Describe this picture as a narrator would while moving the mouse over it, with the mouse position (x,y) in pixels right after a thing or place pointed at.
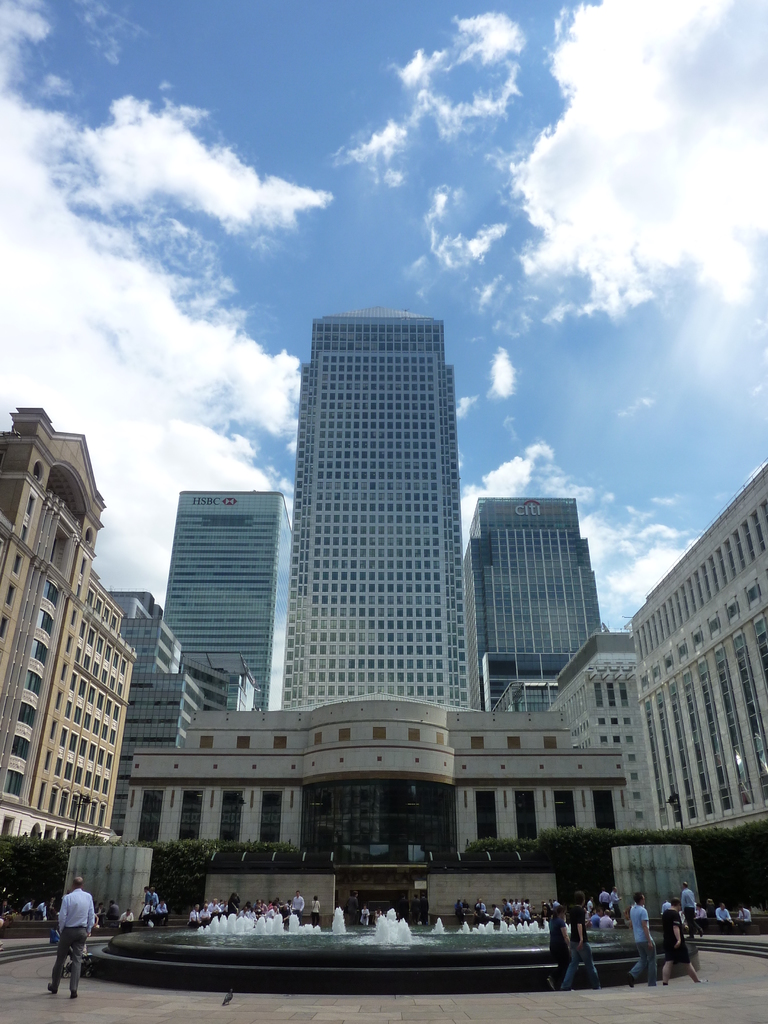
In this image we can see a group of buildings (325,547) with windows (364,561). We can also see some plants (181,862), poles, staircase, a group of people (194,918) on the ground (650,1000), the fountain (392,962) and the sky (609,473) which looks cloudy.
